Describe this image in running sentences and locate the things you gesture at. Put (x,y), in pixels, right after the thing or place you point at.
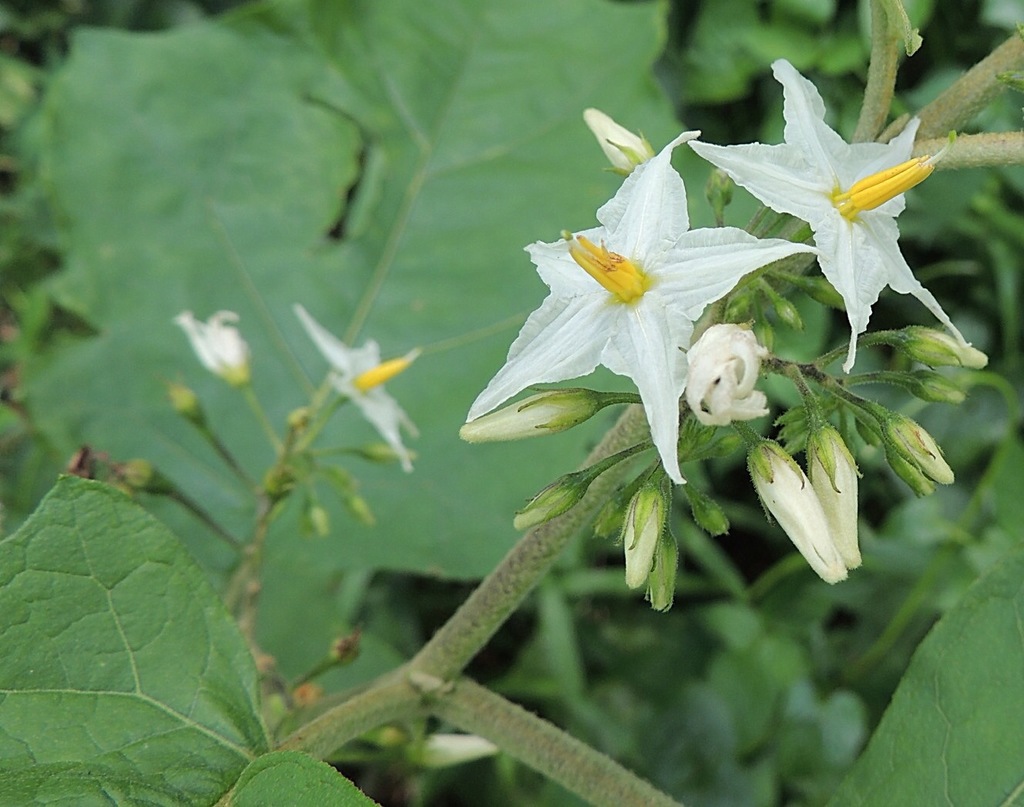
In this picture I can see few white color flowers (563,267) and few buds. In the background (309,488) I can see the leaves (309,267) on the stems (275,692).
